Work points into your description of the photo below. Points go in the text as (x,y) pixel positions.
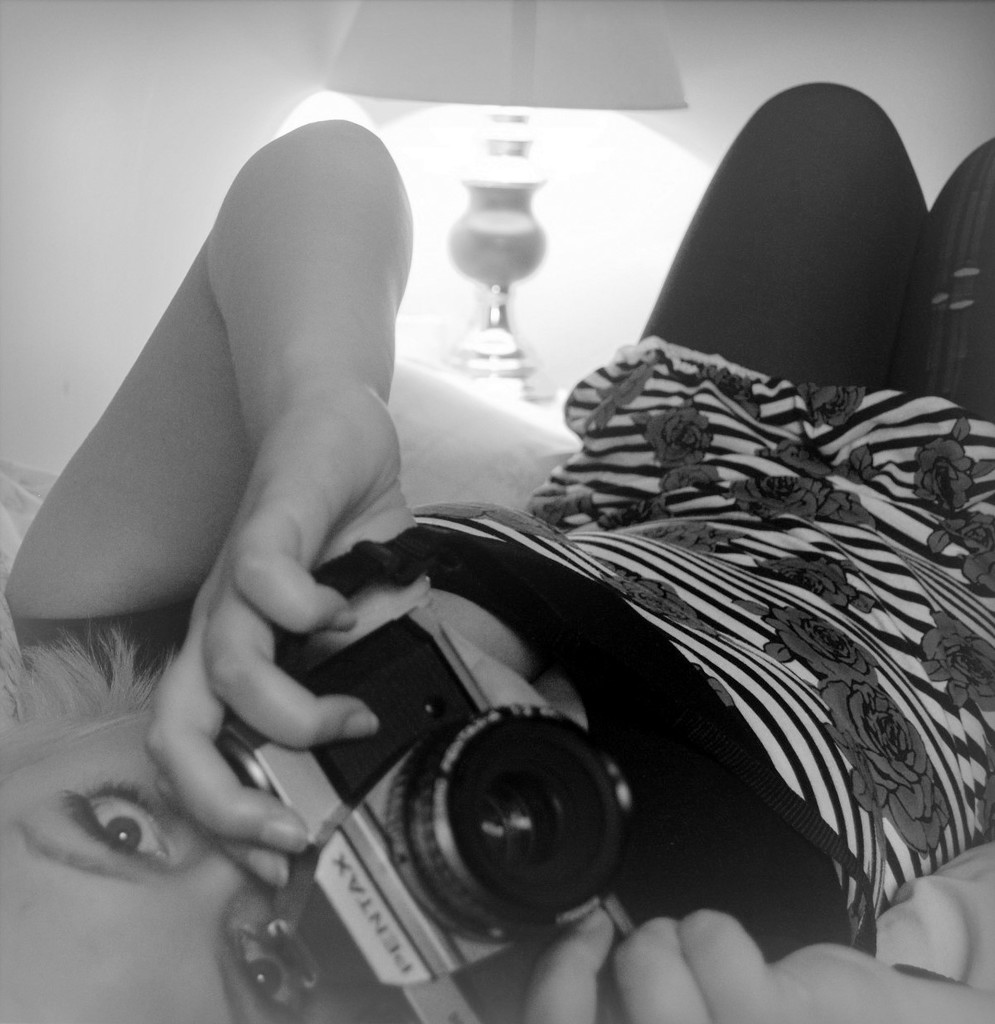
In this image I see a woman (990,181) who is lying and she is holding a camera (425,971). In the background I see the lamp (398,57).
